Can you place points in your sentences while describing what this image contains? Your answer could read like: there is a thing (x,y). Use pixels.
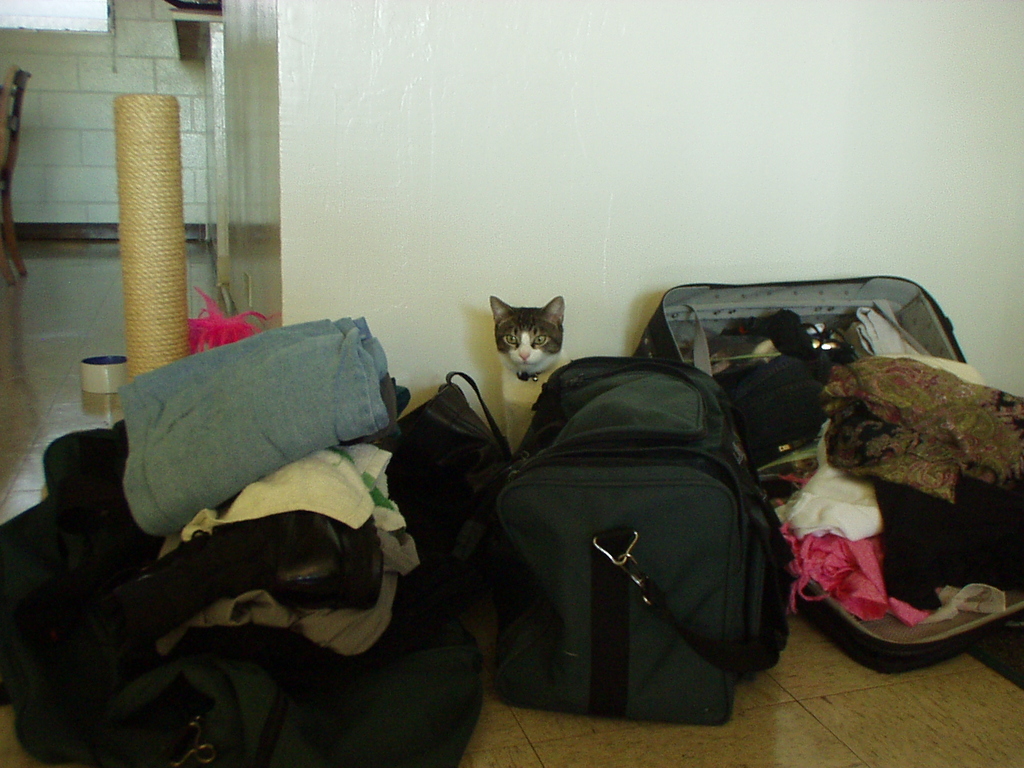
In this image there are some luggage (570,567) and backpacks (542,449) are there and on the right side of the image (862,416) there is one bag pack (822,420) and in that bag pack (851,452) there are some clothes (834,536) and in the middle of the image (508,365) there is one cat (512,387) and on the left side of the image (87,126) there is one wall (84,105) and chair (20,100) and window (40,27) are there and on the left side (156,191) there is one rope (144,205) and in the top of the image (457,104) there is one wall (696,107).
